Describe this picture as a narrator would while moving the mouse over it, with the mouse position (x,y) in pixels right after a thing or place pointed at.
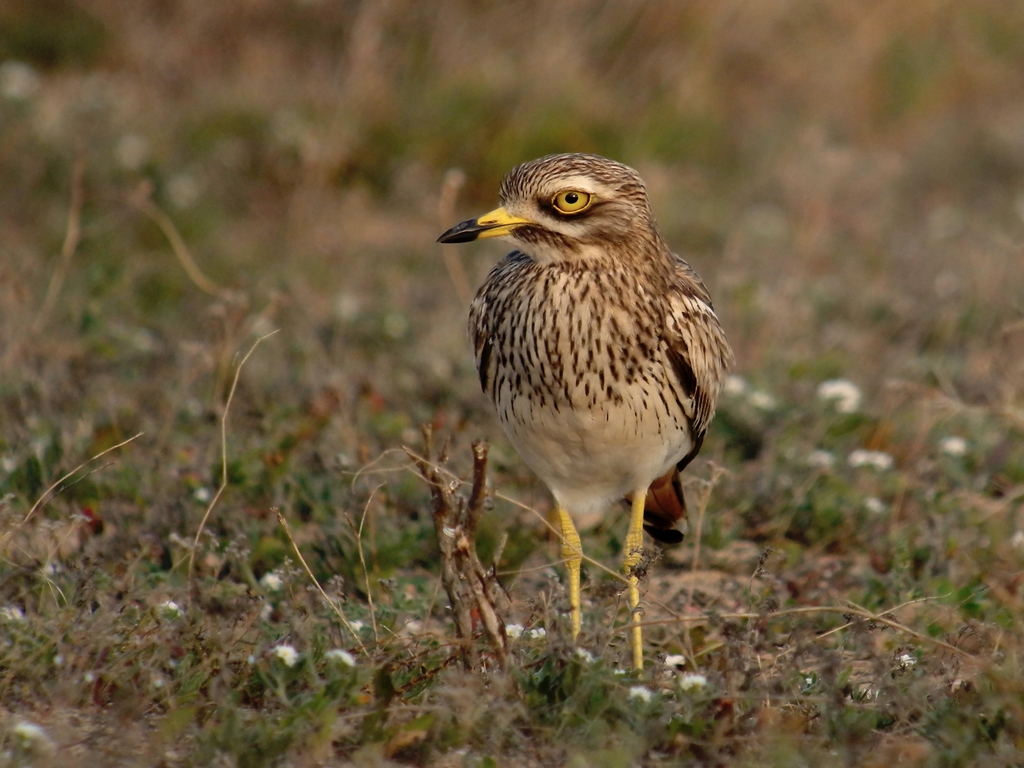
In the picture I can see a bird (546,402). I can see small flowering plants (241,548) at the bottom of the picture (225,581).
